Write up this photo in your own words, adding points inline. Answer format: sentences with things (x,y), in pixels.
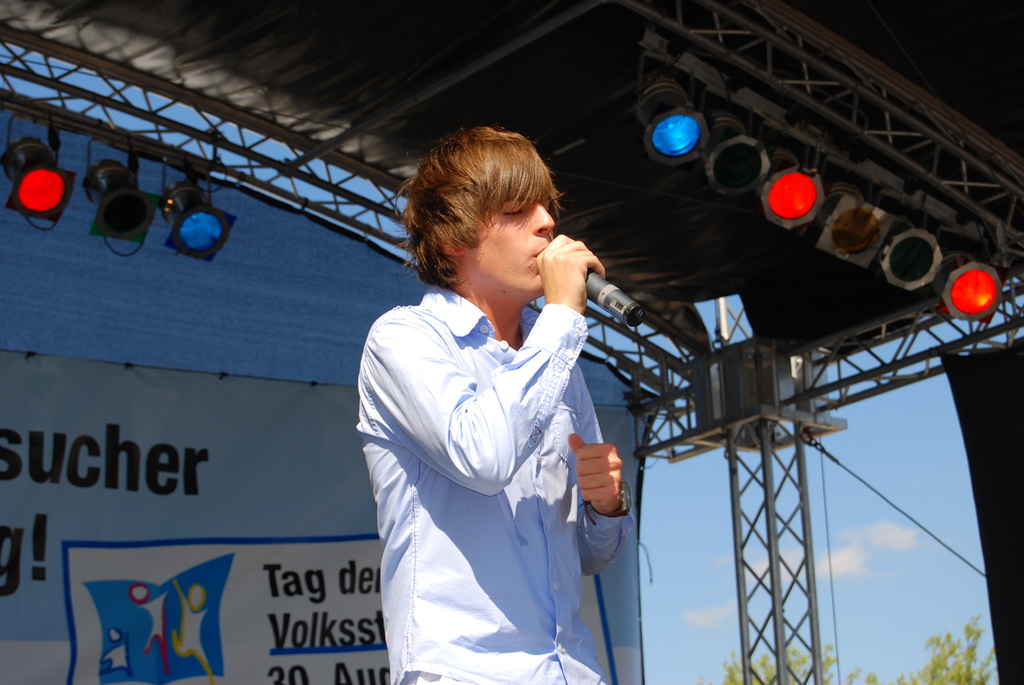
In the picture we can see a man (515,573) standing and singing a song holding a microphone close to his mouth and he is in white color shirt (490,358) and behind him we can see a banner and to the ceiling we can see a shed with some lights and beside the banner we can see some part of trees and sky (870,583) with clouds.
